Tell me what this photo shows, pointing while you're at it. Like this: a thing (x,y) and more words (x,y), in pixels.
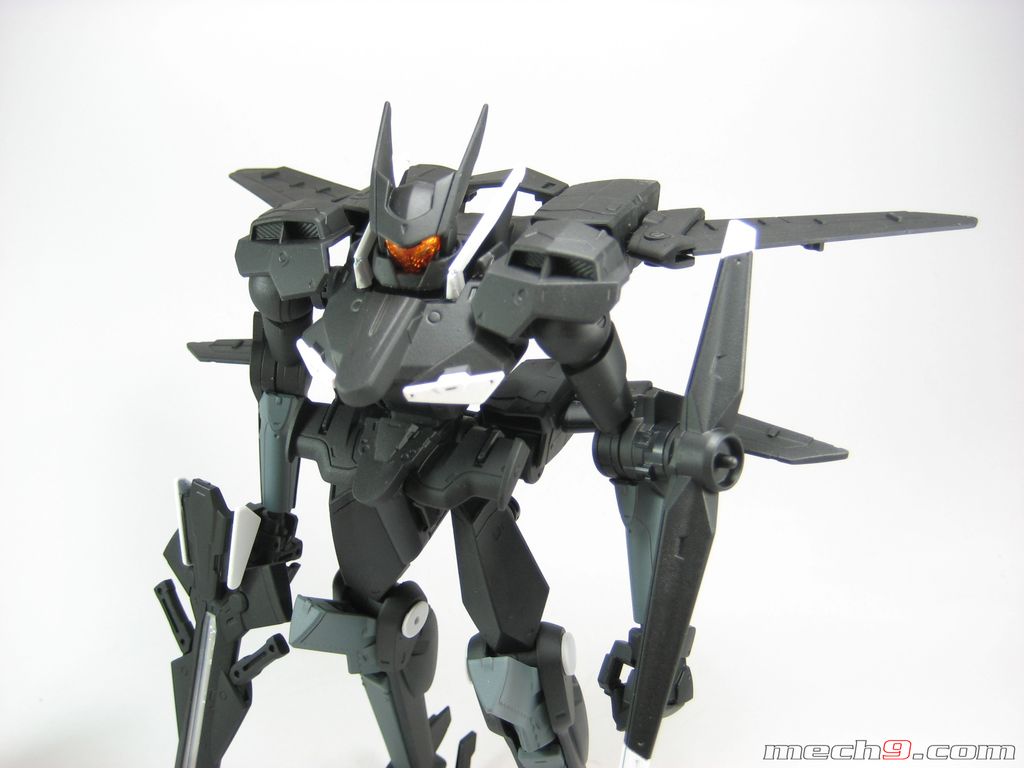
In this picture we can see a toy robot (385,472) and in the background (684,100) it is white color.
